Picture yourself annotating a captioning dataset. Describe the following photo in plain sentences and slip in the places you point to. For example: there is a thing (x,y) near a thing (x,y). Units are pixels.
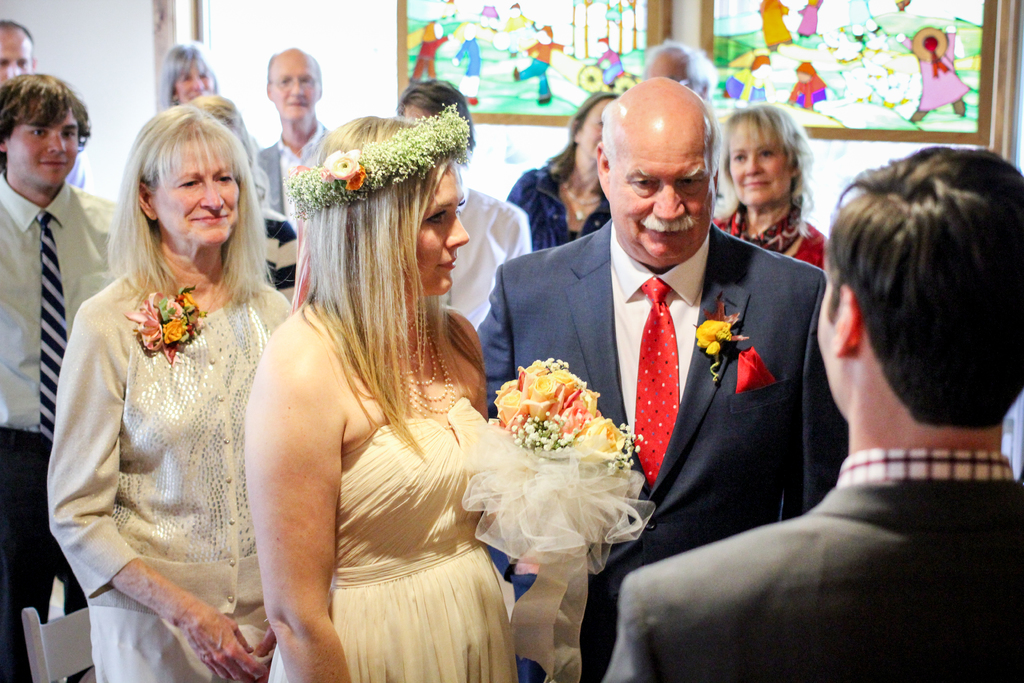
In the picture we can see some people (27,417) standing near the wall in the background (30,124) and we can see some photo frames (955,140) with some paintings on it and we can see a man (898,275) and a woman (294,549) standing, and it is a marriage scene.
